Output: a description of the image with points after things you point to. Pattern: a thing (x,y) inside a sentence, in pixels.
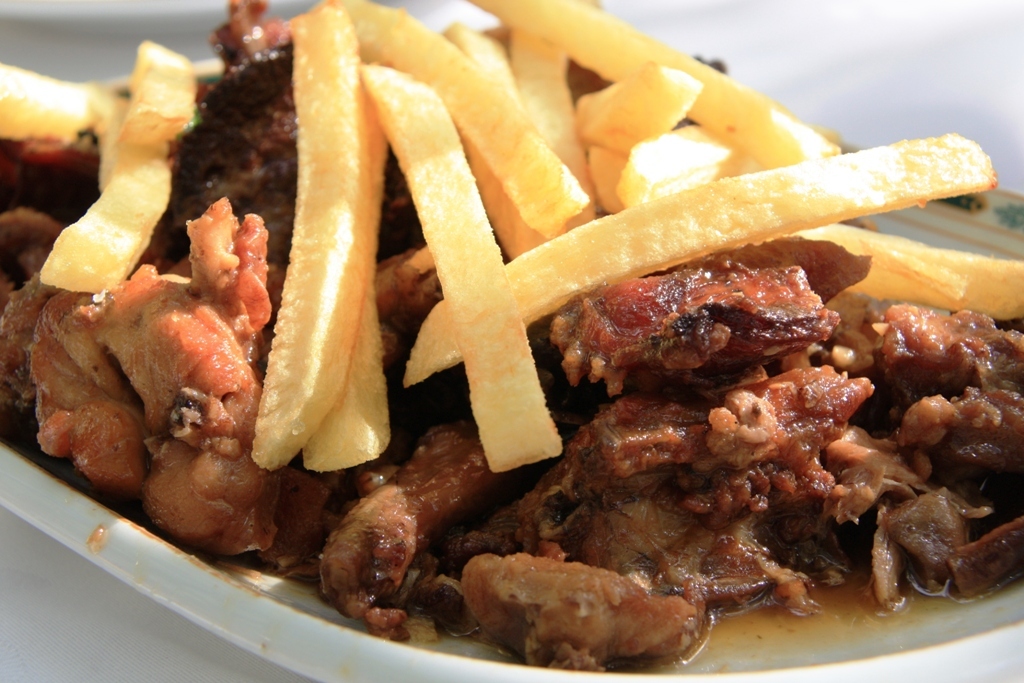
In this image there is a table (195,661) and we can see a plate (359,664) containing food (450,459) and fries (384,134) placed on the table (67,642).
